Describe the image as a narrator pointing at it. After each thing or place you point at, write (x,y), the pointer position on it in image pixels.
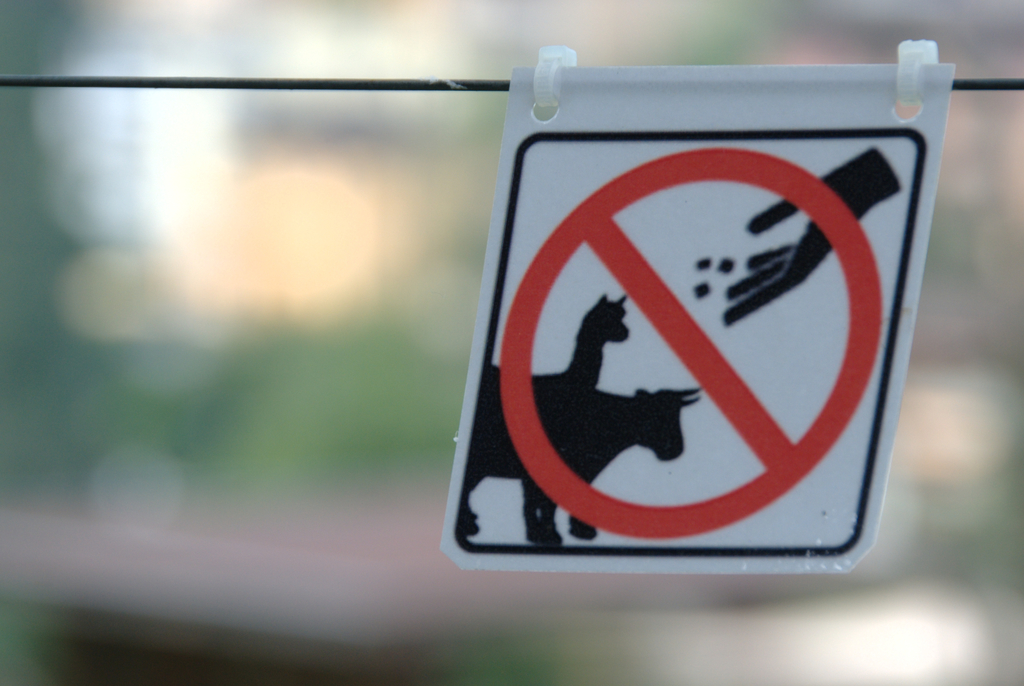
In this image we can see there is a danger sign board (717,333) attached to the rope (242,85).
